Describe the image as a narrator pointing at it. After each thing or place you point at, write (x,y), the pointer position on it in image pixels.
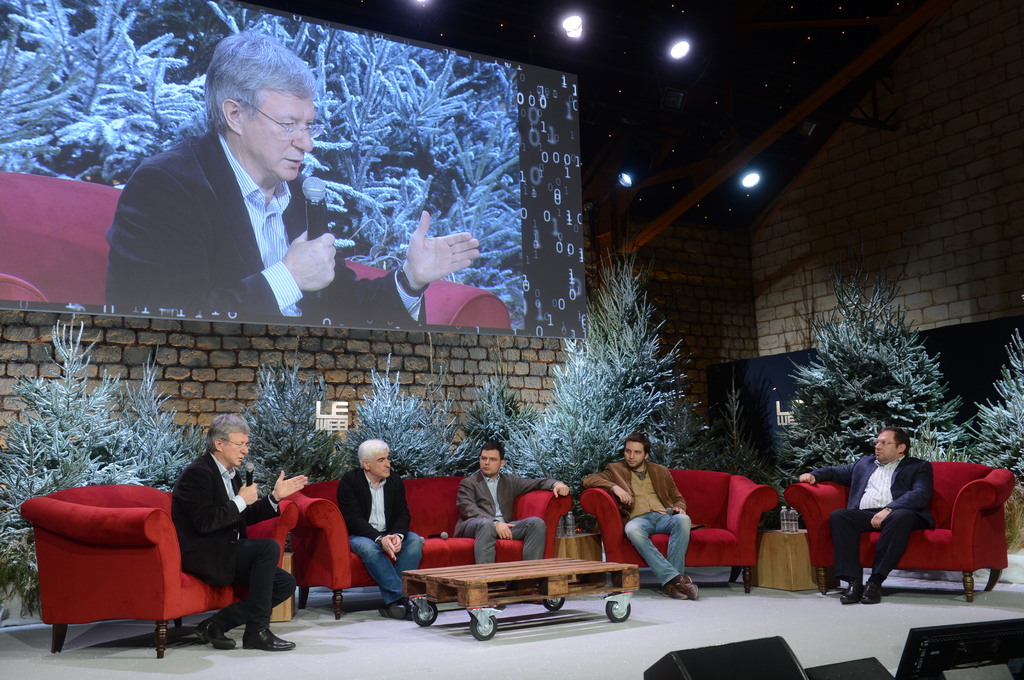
In this image at front (210,635) there are people (230,610) sitting on the sofas (564,502). Beside them water bottles (572,522) were placed on the stool (759,544). In front of them there is a table (601,578). At the back side (507,430) there are plants (299,411). Behind the trees (601,367) LCD screen (347,191) is attached to the wall (610,241). On top of the roof (652,61) there are fall ceiling lights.
